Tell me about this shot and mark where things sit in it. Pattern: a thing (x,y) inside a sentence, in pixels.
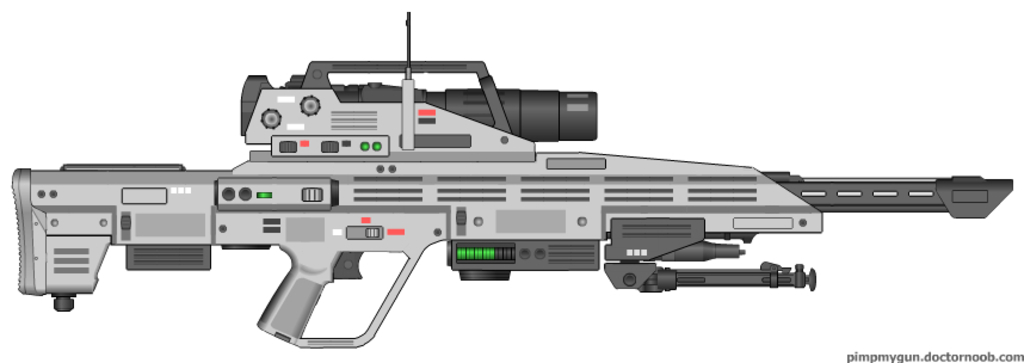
In this image we can see a rifle (364,180) and the background (617,340) is in white color. In the bottom right corner (864,359) we can see the text (888,359).
